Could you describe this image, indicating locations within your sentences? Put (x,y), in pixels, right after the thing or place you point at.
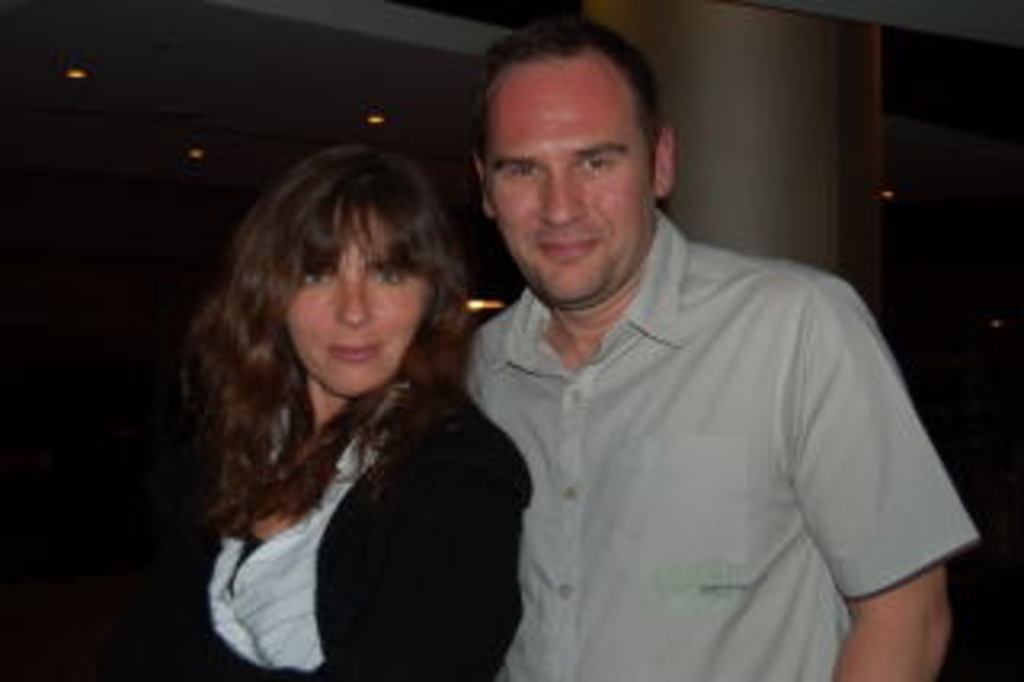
In this picture we can see there are two people (248,503) standing and behind the people (387,412) there is a pillar (779,155) and at the top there are ceiling lights (71,71).
